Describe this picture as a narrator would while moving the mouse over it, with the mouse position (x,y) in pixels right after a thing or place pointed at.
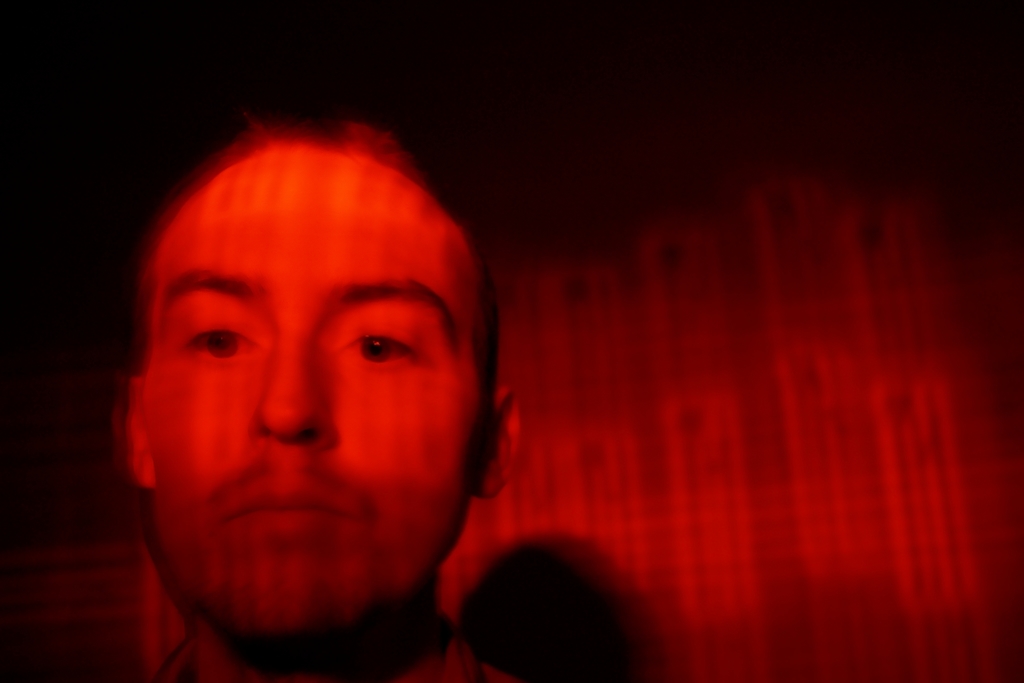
In this image I can see the person (244,518) and there is a red and black background (110,46).
